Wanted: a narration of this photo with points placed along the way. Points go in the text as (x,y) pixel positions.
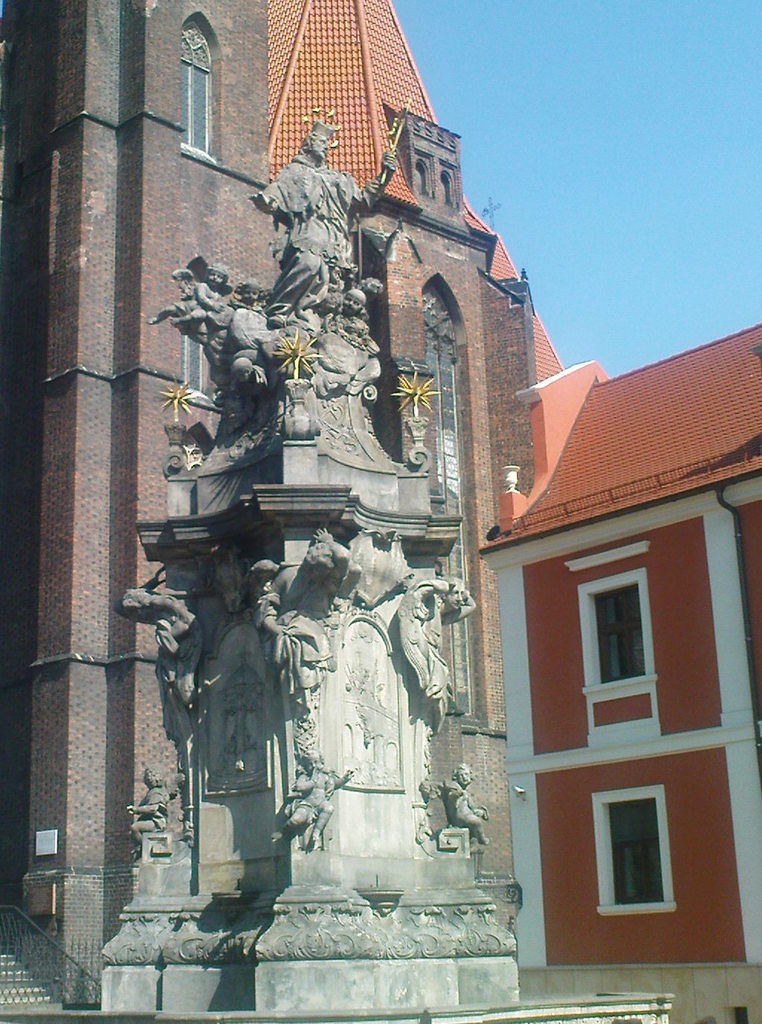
In this picture I can see the statues (325,147) on this monument (291,558). In the background (496,263) I can see the church (19,784), building (572,648), windows (599,679). In the top right corner (589,155) I can see the sky (655,147). In the bottom left corner (8,986) I can see the railing (78,968) and stairs (29,992).
